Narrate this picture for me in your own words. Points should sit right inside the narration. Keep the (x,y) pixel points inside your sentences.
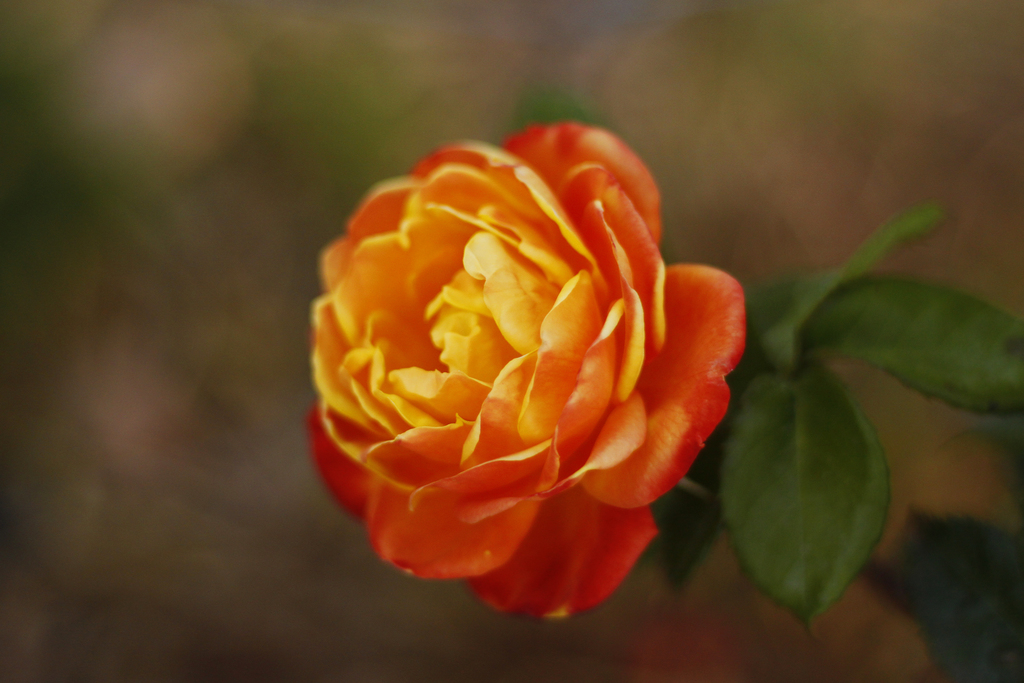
In this image we can see a flower (681,365) to a plant (816,474). There is a blur background (295,634) in the image.
